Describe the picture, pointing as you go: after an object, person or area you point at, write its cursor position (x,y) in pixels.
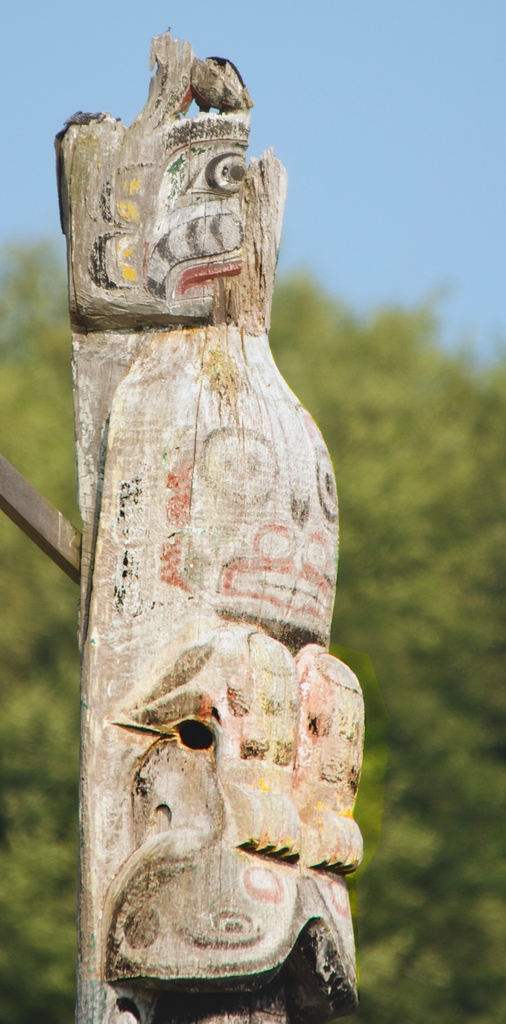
This image consists of a wooden block (219,635) which is shaped and chiseled. In the background (8,447), there are trees (444,728). At the top (418,173), there is sky (387,181). The background (426,191), is blurred.
